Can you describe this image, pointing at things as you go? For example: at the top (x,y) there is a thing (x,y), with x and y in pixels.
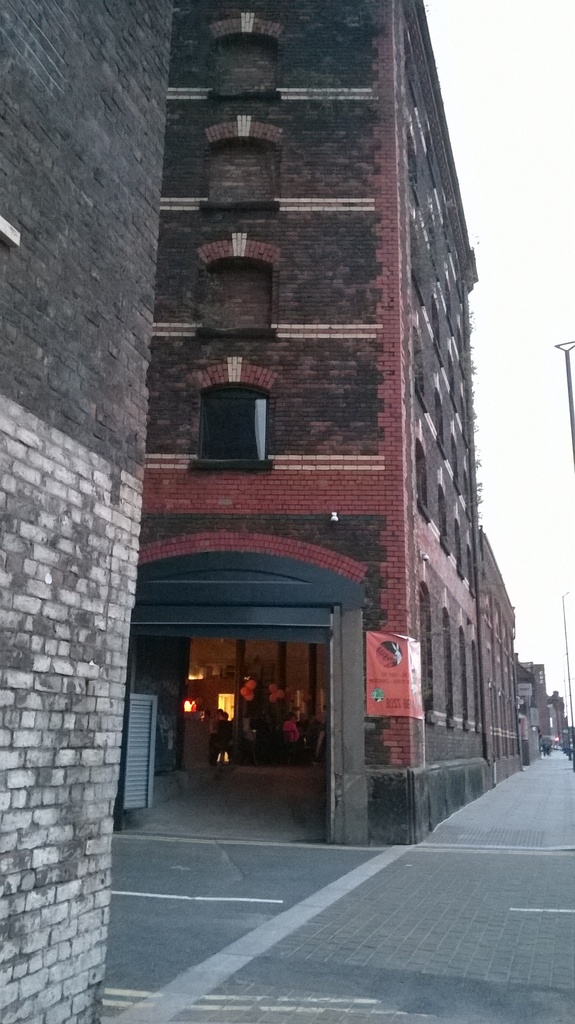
In this picture I can see many buildings (14,489). In the center (351,673) I can see the balloons (244,688), pillar (352,683), lights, chairs (295,757), tables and other objects (241,743) through the door (241,743). On the right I can see the street lights (574,740) and poles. In the top right (540,258) I can see the sky (533,211).
